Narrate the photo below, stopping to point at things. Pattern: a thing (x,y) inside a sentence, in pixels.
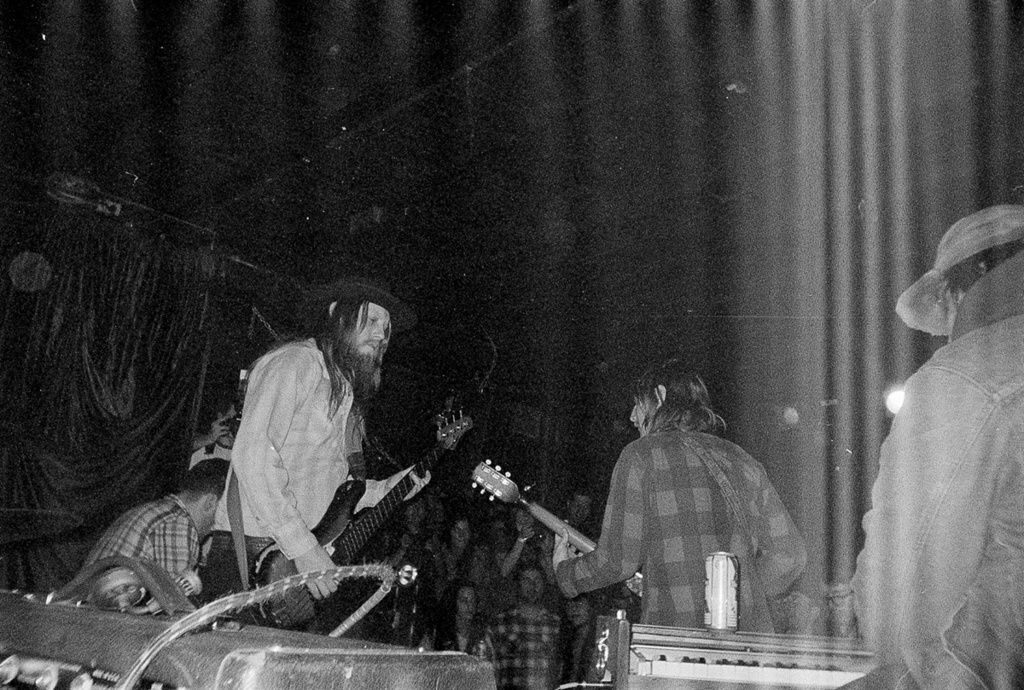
In this image, in the left side (337,409) there is a man (335,423) standing and he is holding a guitar (331,558) which is in black color, in the middle (681,460) there is a person (672,561) standing and holding a music instrument (546,522), in the right side (978,635) there is a man (955,554) standing and in the background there are some people (462,602) standing.
